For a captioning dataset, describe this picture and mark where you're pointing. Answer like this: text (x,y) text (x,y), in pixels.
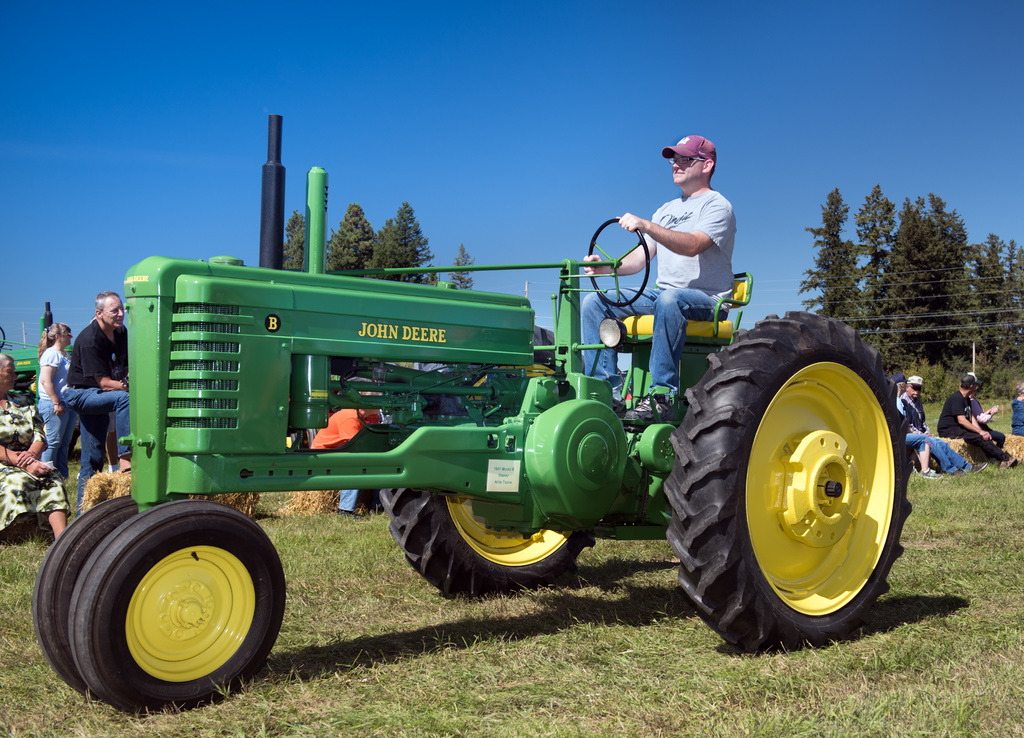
In this image I can see a tractor (384,394) which is green, black and yellow in color on the ground (597,580) and a person (669,263) wearing grey and blue dress (681,289) and red color cap (694,150) is sitting on the tractor (700,412). In the background (125,356) I can see few persons (53,341) sitting and few standing on the ground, few trees (894,272), another tractor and the sky (206,152).
